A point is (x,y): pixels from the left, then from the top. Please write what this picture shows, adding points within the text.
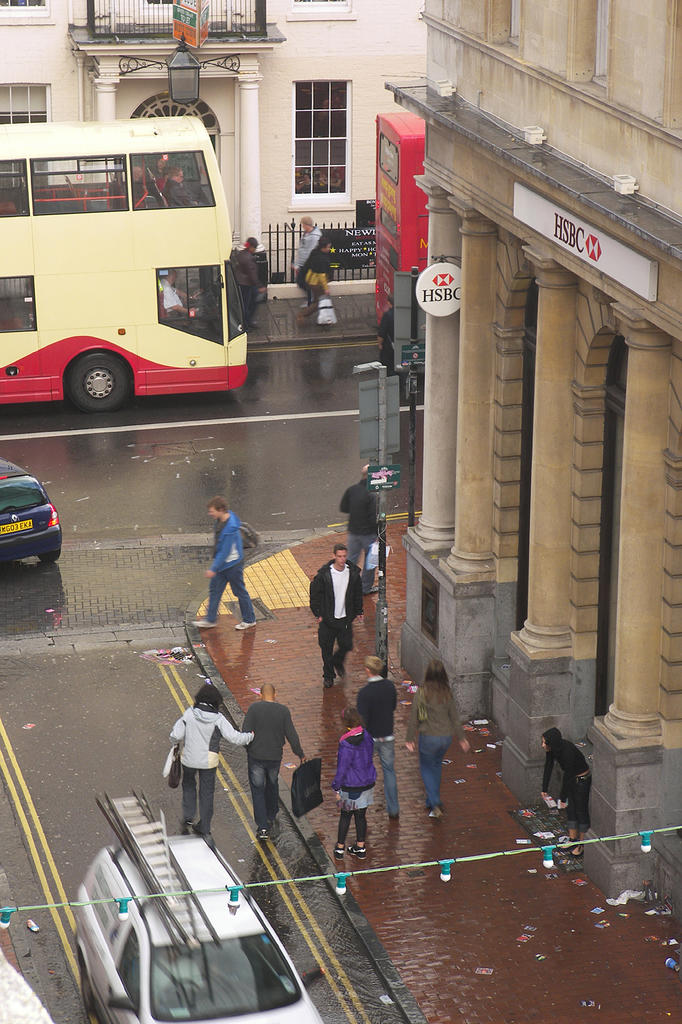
In this picture I can see few buildings (265,56) and a double decker bus (154,351) and few cars (35,502) on the road (85,782) and few people (425,771) walking on the sidewalk (245,654) and a pole light (185,87) and a board (365,408) to the pole (381,445) on the sidewalk (391,596) and I can see boards (542,209) with some text (428,295) on the buildings (489,231) and few serial bulbs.
